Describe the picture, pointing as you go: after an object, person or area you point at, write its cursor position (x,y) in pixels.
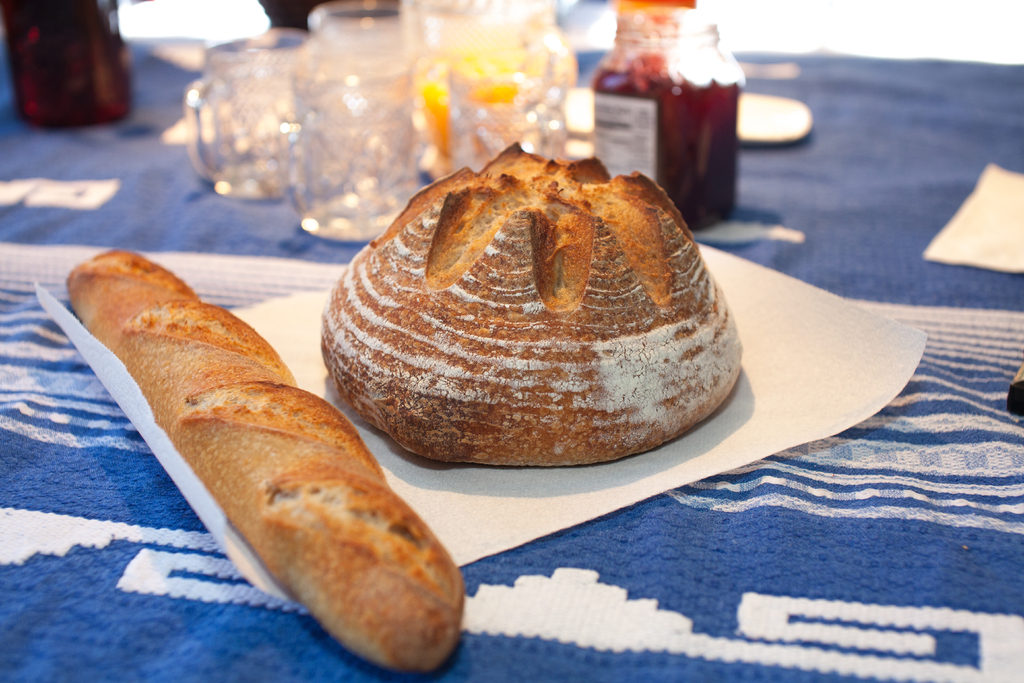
In the picture I can see some food items (307,563) are kept on the white color paper (491,471) which is placed on the blue color table cloth (67,617). The background of the image (255,154) is slightly blurred, where we can see few glasses (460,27), jars (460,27) and some objects (767,135) are placed.
